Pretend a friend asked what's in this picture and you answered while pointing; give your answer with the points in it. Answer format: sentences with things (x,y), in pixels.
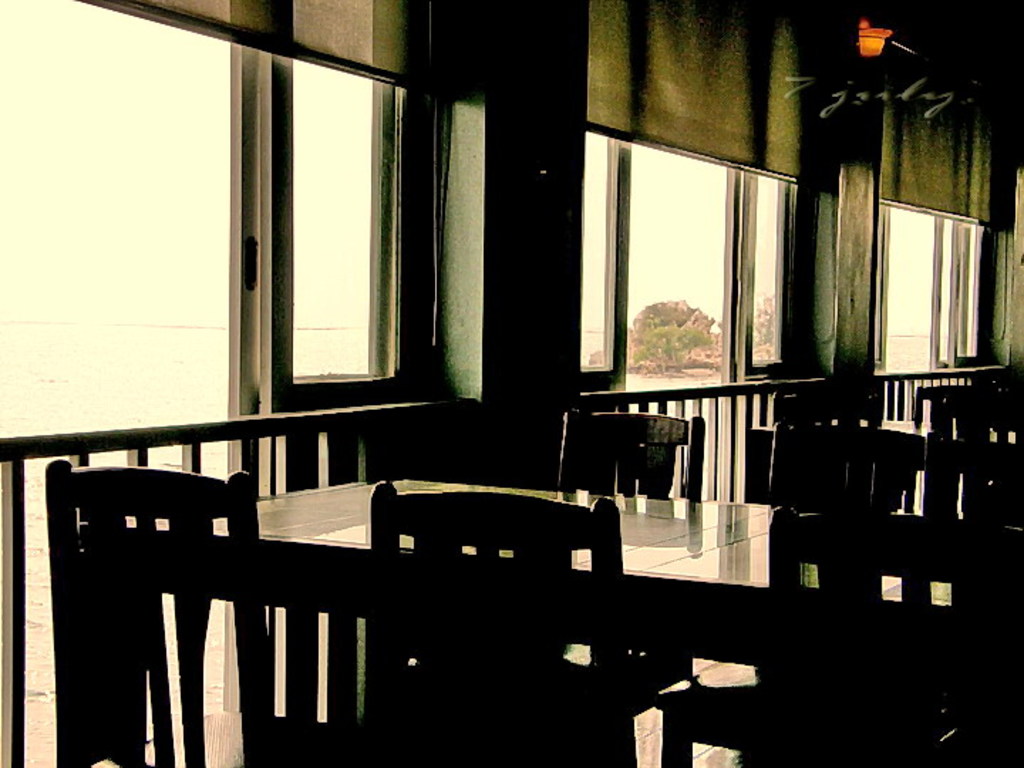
This is the picture of a room (710,400). In this image there are tables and chairs (873,474). At the back (952,349) there are windows (905,230) and there are trees (765,312) outside the window (784,283). At the top (652,211) there is sky (667,215) and there is a light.
